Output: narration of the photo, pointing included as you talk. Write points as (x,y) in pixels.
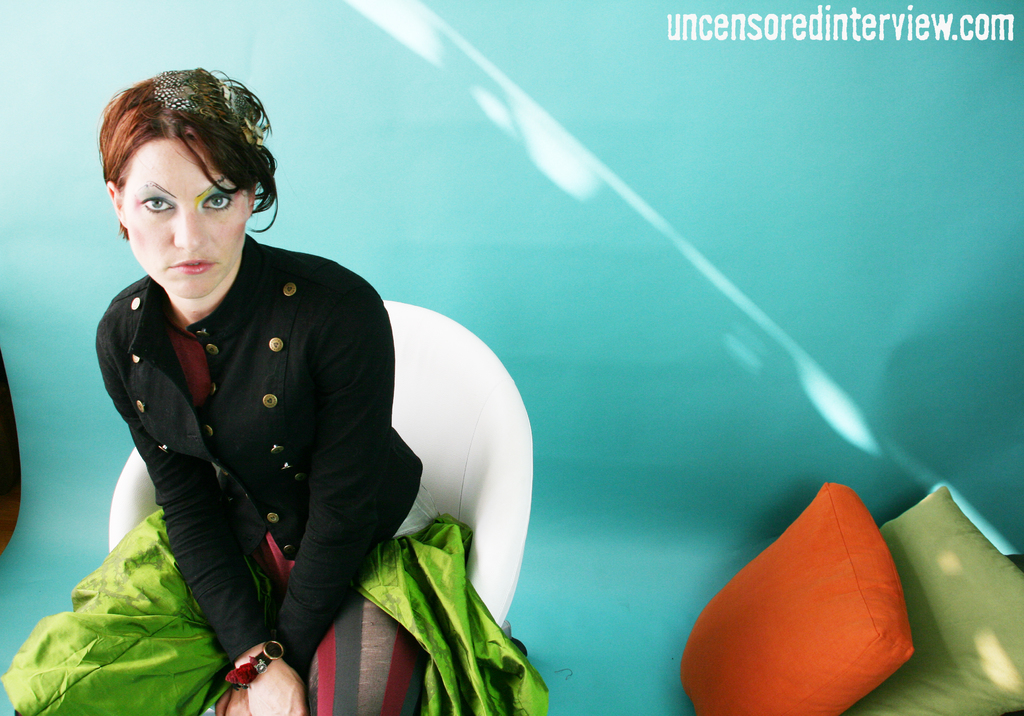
In this picture I can observe a woman (168,406) sitting in the white color chair (495,438). She is wearing black and green color dress (226,493). On the right side (818,622) I can observe an orange and green color pillows (842,635). In the background (682,429) there is a blue color wall (633,262). On the top right side (852,36) I can observe some text (817,30) in this picture.
